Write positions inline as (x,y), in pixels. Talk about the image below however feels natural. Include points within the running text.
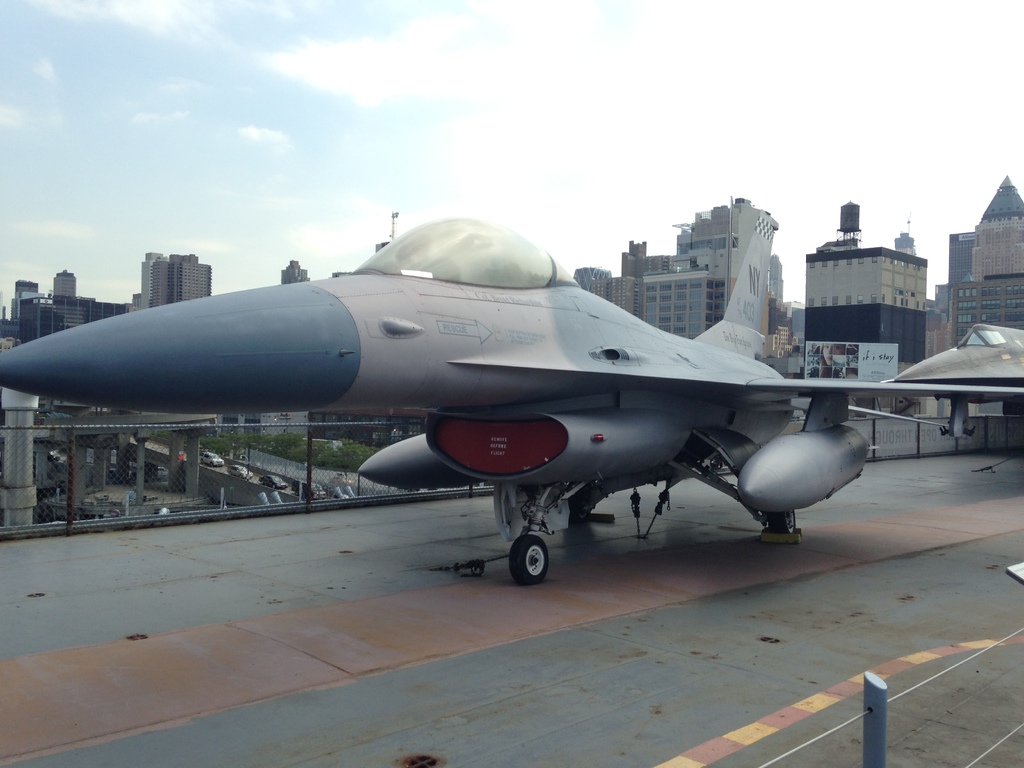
In this picture there is an aircraft (429,372) in the center of the image (657,447) and there are trees (297,453) and buildings (722,286) in the background area of the image (344,450) and there is sky (452,66) at the top side of the image (452,66).
